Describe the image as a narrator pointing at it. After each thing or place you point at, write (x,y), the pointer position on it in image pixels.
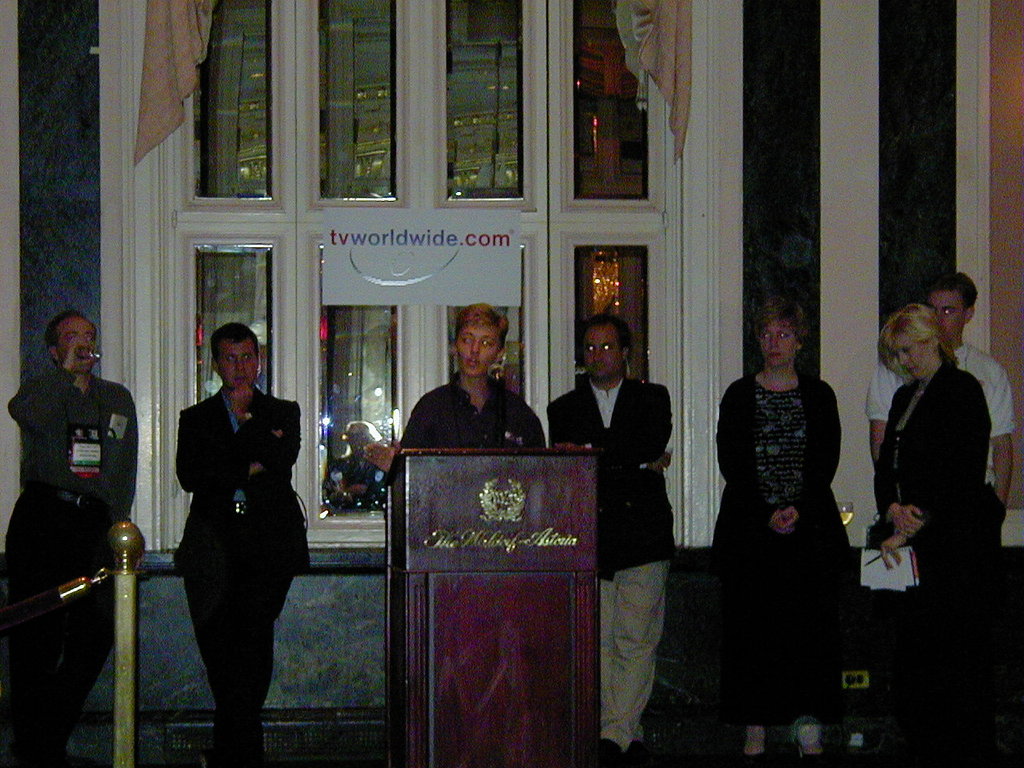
In this image I can see group of people (888,456) standing. In front (492,398) the person (478,409) is wearing black color dress (461,432) and I can also see a podium (470,528). Background (185,267) I can see few glass windows (252,153) in white color.
